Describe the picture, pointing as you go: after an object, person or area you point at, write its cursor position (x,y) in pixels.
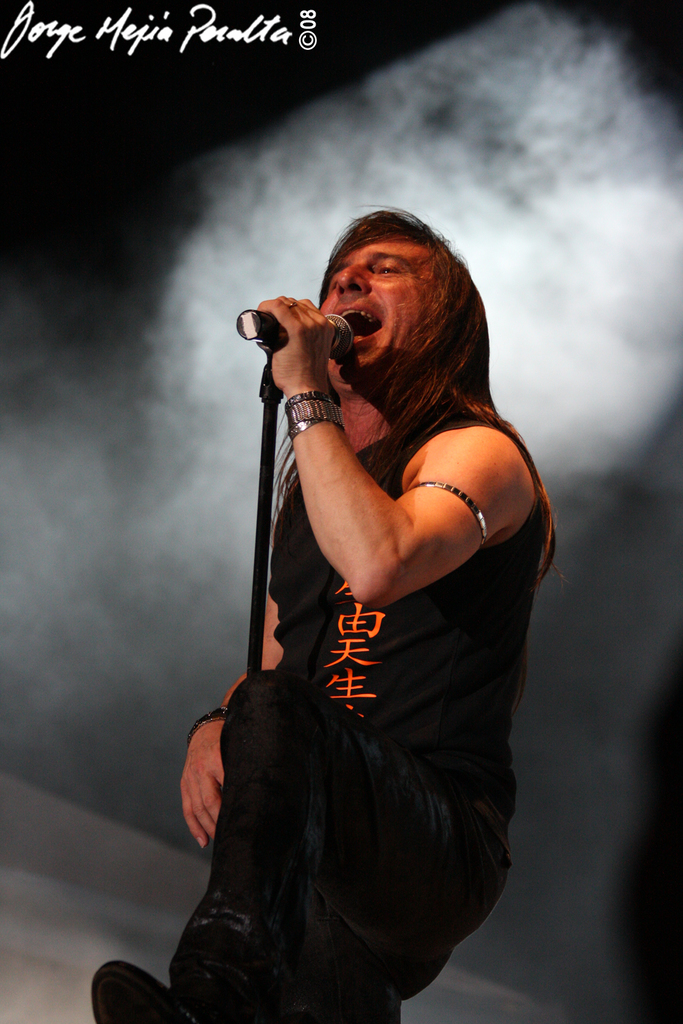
In this image, in the middle (340,589), we can see a man (378,556) wearing a black color dress (381,938) is holding a microphone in his hand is singing. In the background (37,565), we can see black color and white color.
